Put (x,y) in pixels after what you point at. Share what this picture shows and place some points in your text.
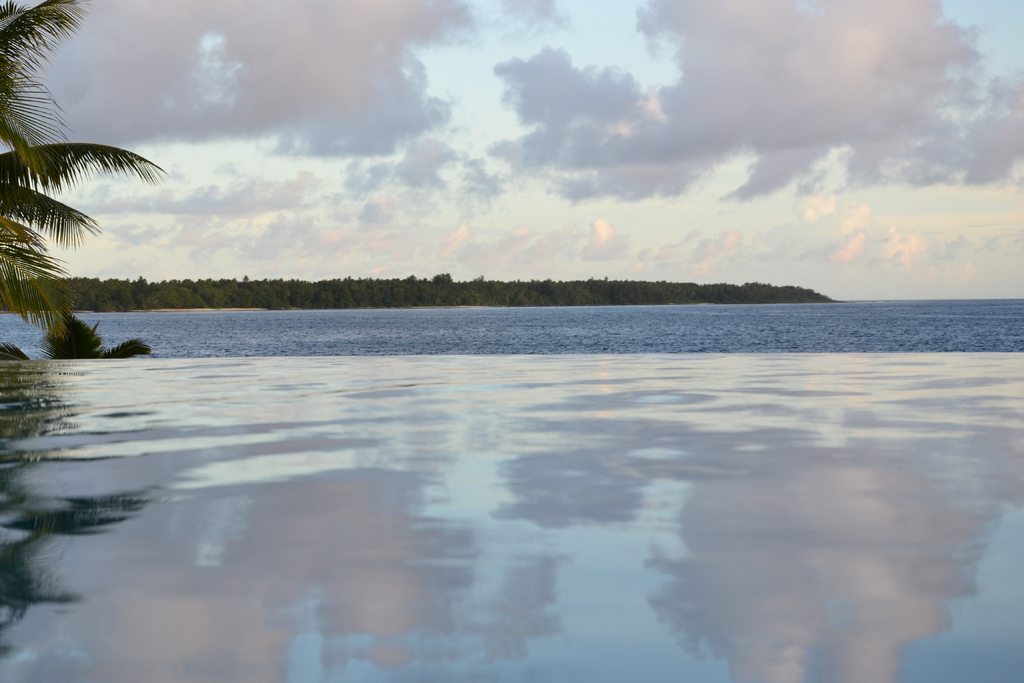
In this image at the bottom (454,522), there are waves (517,463) and water (504,511). On the left (75,232) there are trees (67,149). In the background (173,334) there are trees (435,293), water (669,333), sky (692,195) and clouds (425,106).
